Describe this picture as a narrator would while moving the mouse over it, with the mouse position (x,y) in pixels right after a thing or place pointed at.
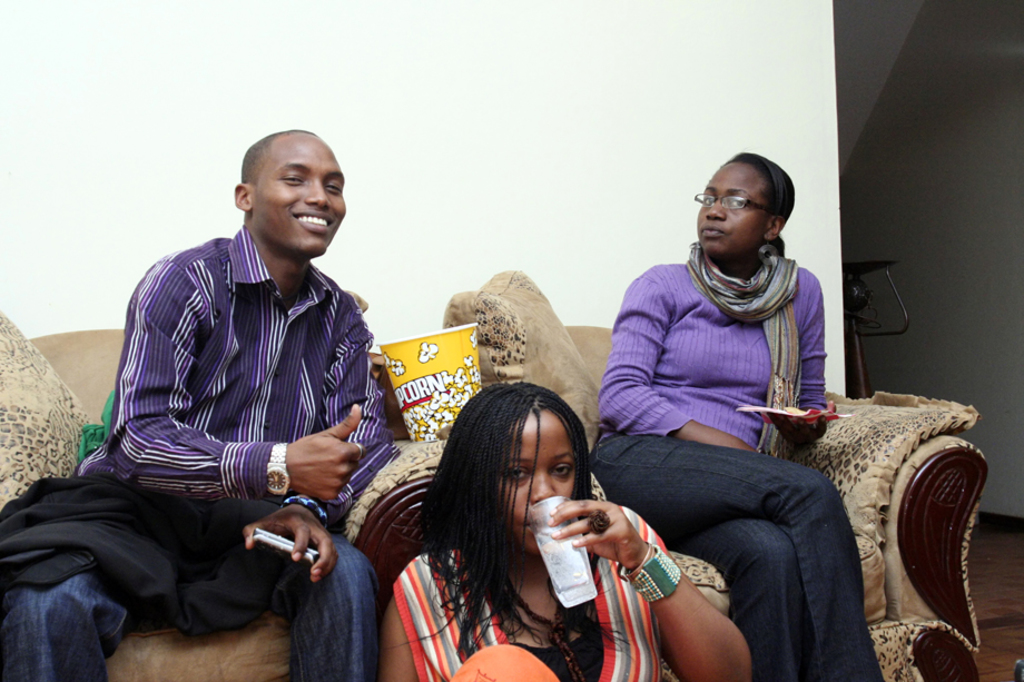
In this image I can see few people (796,650) are sitting. Here I can see a popcorn box (390,366).
